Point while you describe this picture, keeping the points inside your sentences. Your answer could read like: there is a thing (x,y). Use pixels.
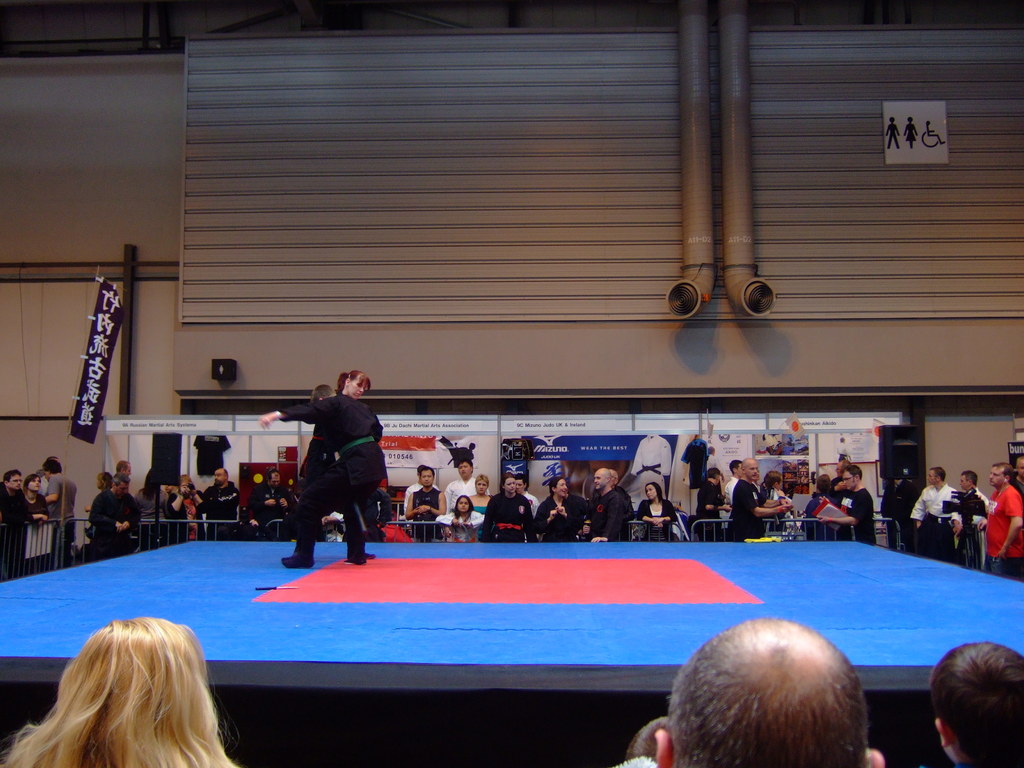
In this picture we can see there are two people (301,502) standing on the stage (349,600). Behind the people (335,506) there are barriers (15,549) and some people (568,518) standing on the path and behind the people (651,514) there is a wall (361,257), banner (97,355) and other things (127,333).
